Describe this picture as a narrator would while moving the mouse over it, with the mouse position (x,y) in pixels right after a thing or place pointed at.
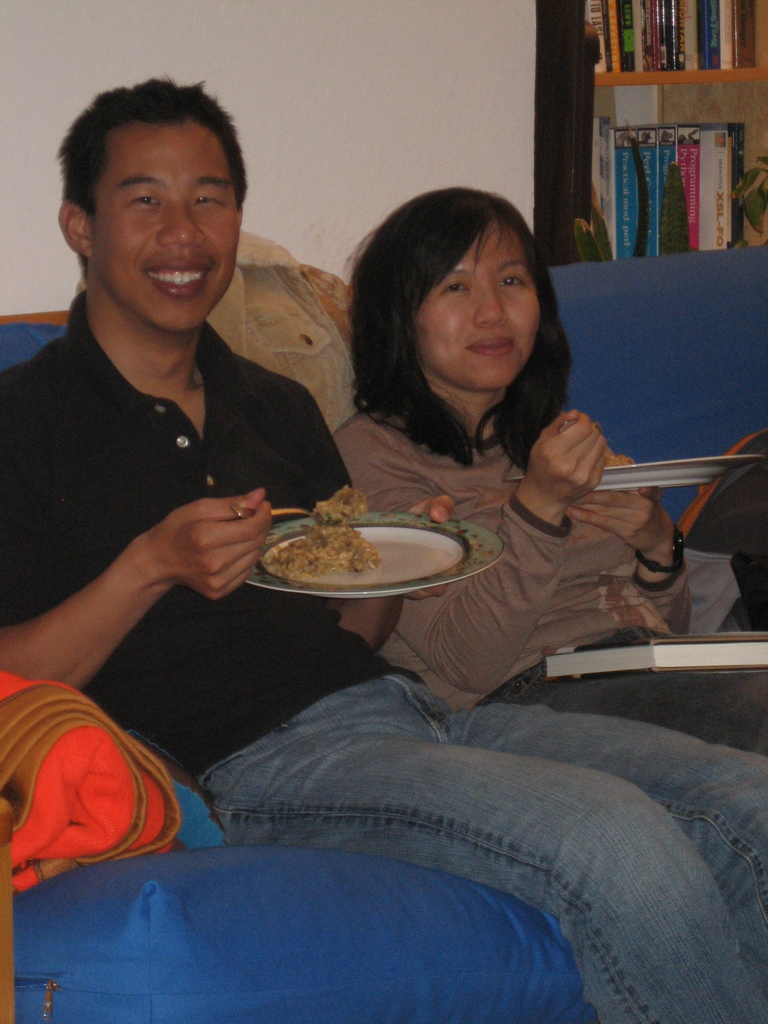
In this picture there are two people (143,517) sitting on sofa (674,455) and smiling and holding plates (394,551) with food (363,540). We can see clothes (289,349) and book (670,661). In the background of the image (470,180) we can see wall (479,120), books (739,26) in racks (691,223) and leaves (671,211).
